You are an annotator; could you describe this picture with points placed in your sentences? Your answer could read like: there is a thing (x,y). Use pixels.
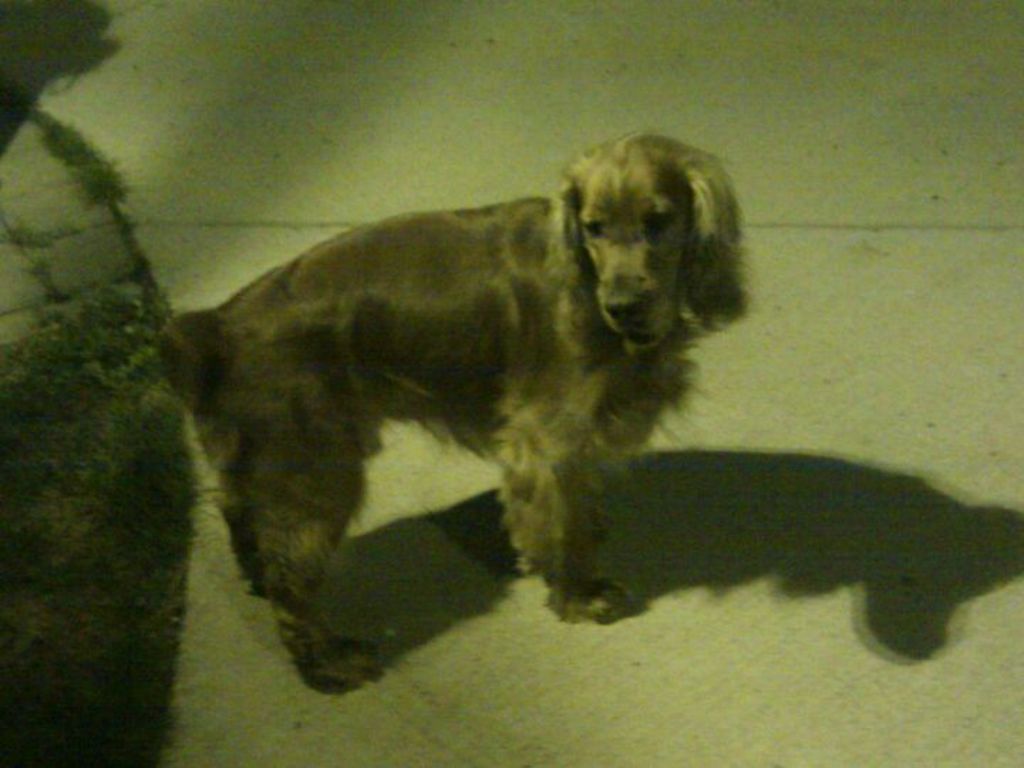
In this image I can see the dog (564,521) in brown color and I can see cream color background (795,638).
